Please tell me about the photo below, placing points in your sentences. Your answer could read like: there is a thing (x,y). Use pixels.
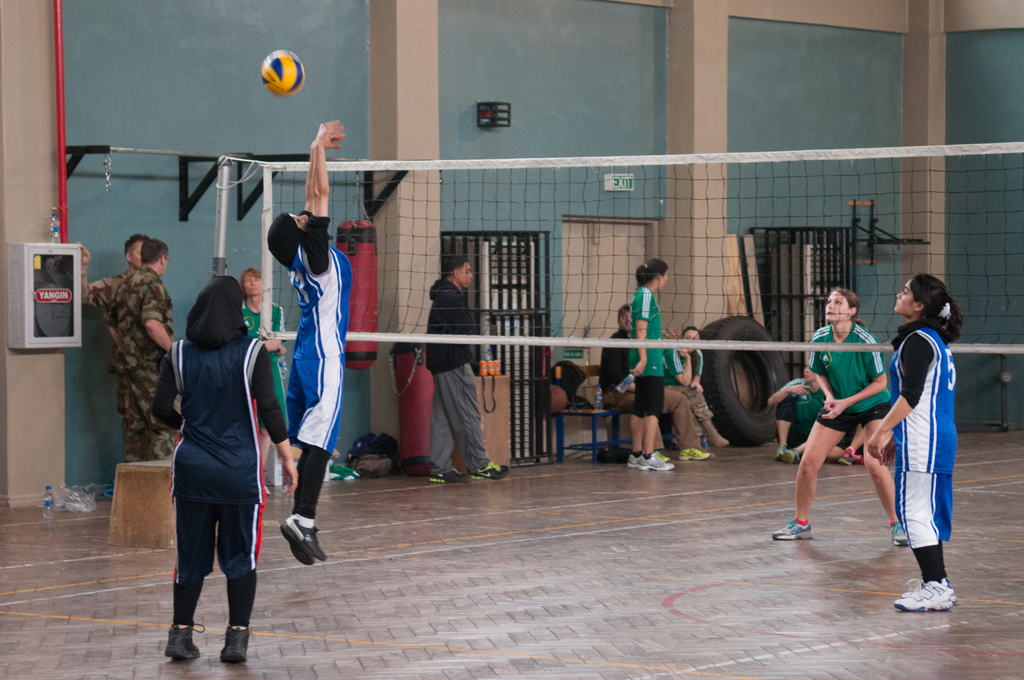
In this image we can see a group of people (296,236). Few are standing and sitting. Here a person (328,351) is jumping. Background (294,106) there are so many things (31,245) and objects (546,286), wall (888,311), net (782,343) we can see. Here we can see a ball (304,76).
